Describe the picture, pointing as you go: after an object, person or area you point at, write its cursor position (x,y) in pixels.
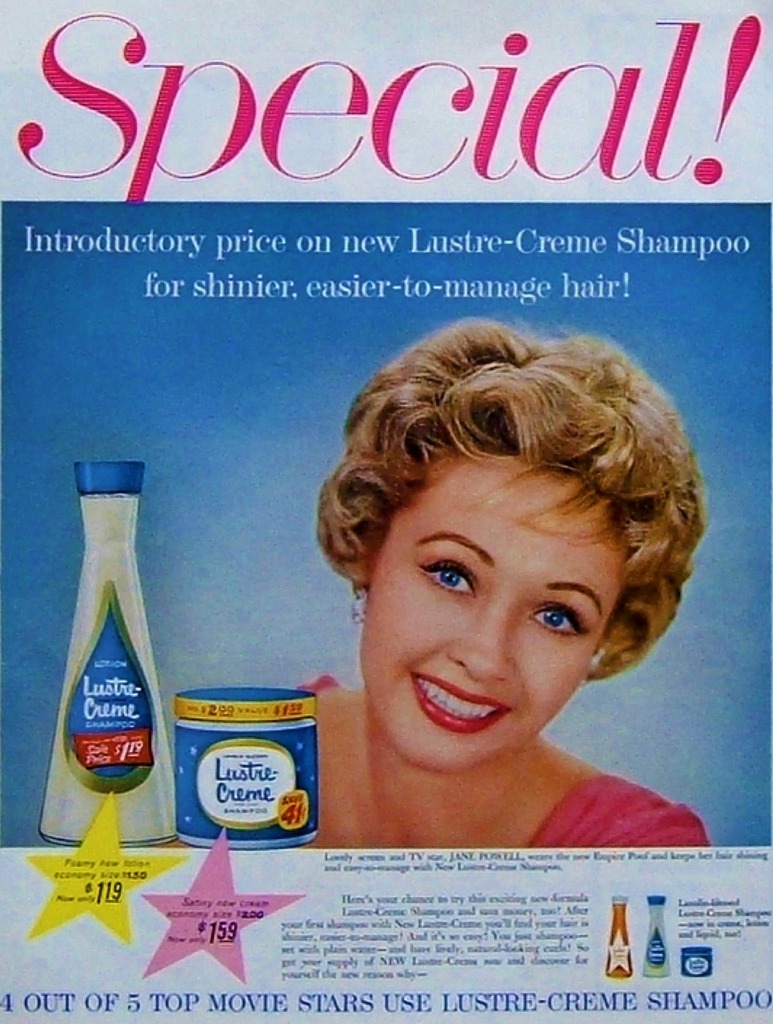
In this image, we can see a poster (7,705), on that poster (349,546) we can see a picture of a woman (507,555), there is some text (559,90) on the poster (716,480).
